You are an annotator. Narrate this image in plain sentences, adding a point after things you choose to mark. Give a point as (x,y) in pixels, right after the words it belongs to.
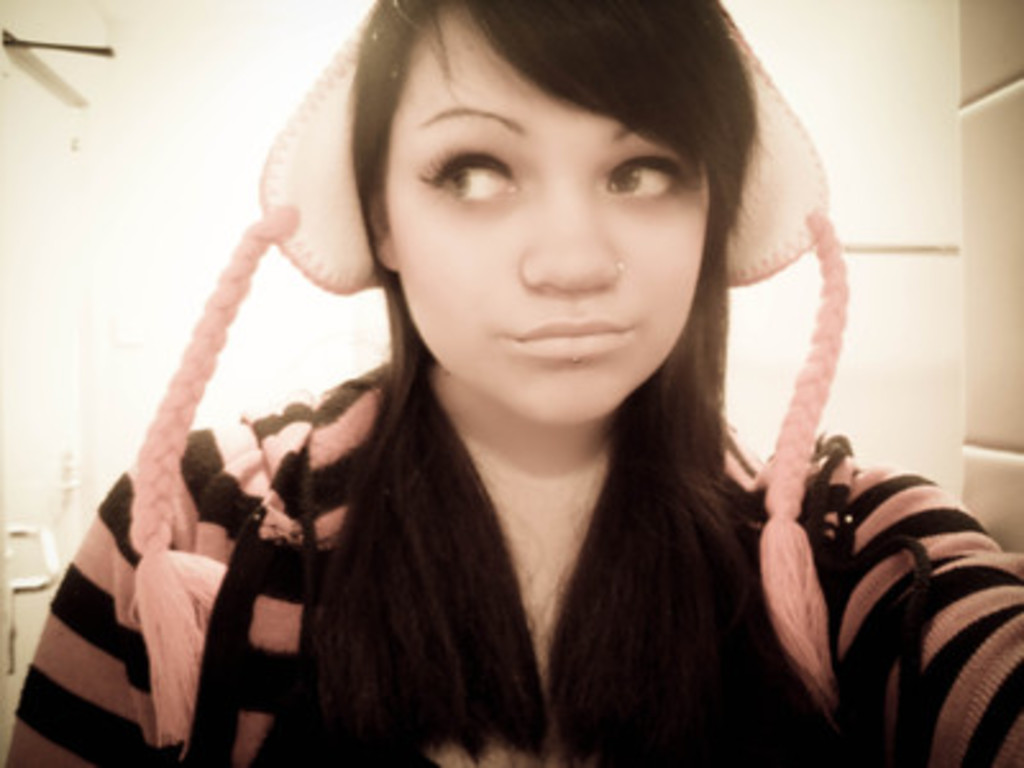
In this image there is a girl (675,347) wearing a cap (335,210), in the background (888,177) there is a wall (947,340).
